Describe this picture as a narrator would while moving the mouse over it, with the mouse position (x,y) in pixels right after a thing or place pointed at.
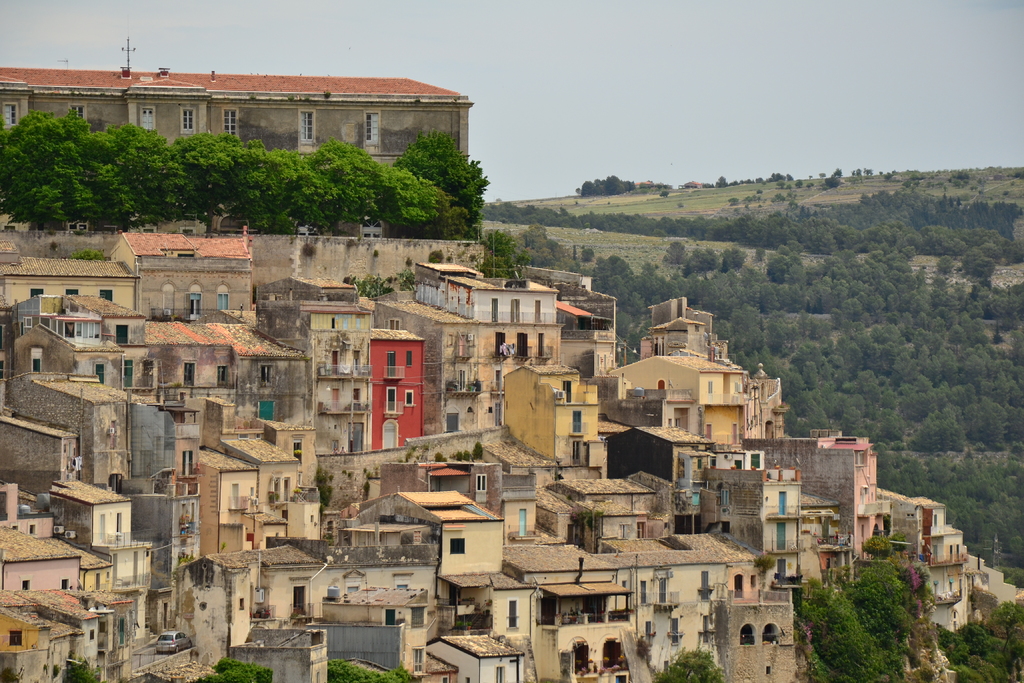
At the top (426,74) we can see sky (463,62). These are buildings (407,485) and at the right side of the picture (861,276) we can see grass (700,200) and trees (923,395).
